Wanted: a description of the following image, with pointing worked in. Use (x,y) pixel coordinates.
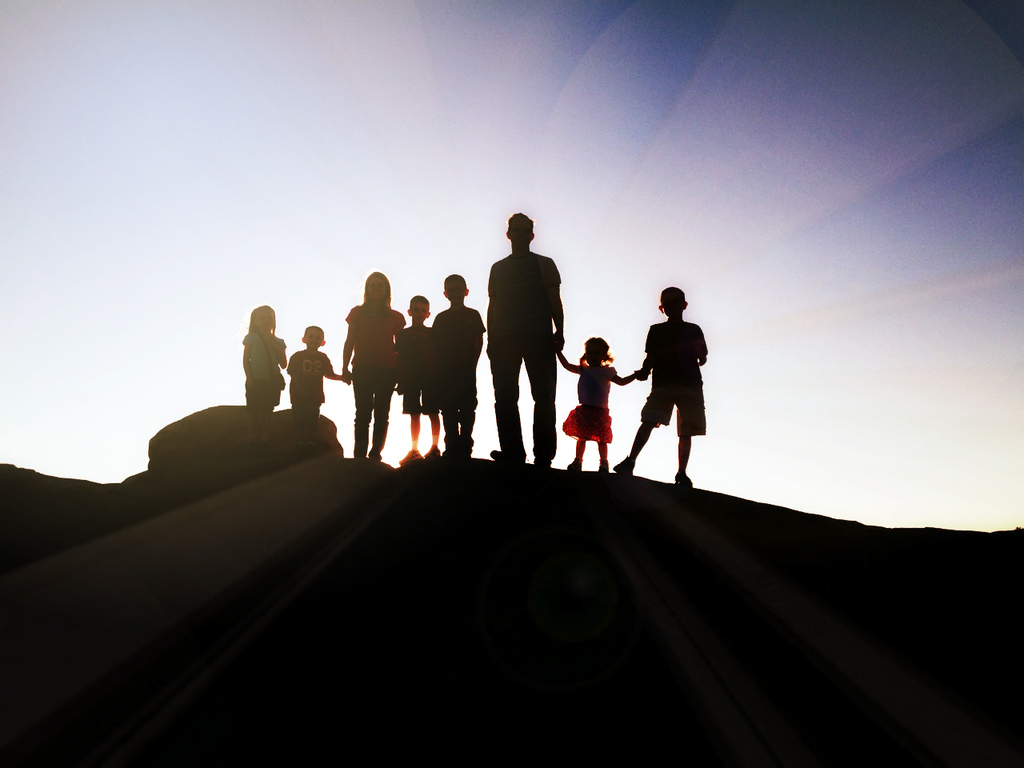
In this image, I can see a group of people (495,359) standing on a rock (401,501). In the background (141,175), there is the sky (585,115).
